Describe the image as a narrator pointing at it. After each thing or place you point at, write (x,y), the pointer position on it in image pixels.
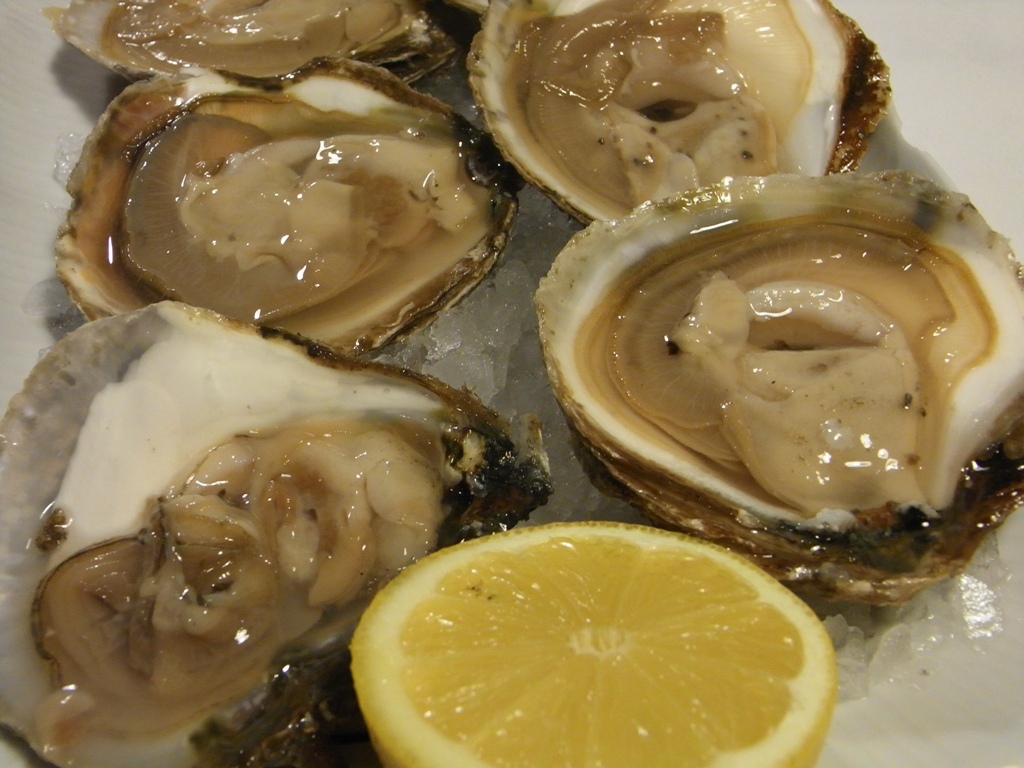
In this image, we can see some food items (616,335) placed on the surface (512,318). Among them, we can also see a lemon (667,580).
